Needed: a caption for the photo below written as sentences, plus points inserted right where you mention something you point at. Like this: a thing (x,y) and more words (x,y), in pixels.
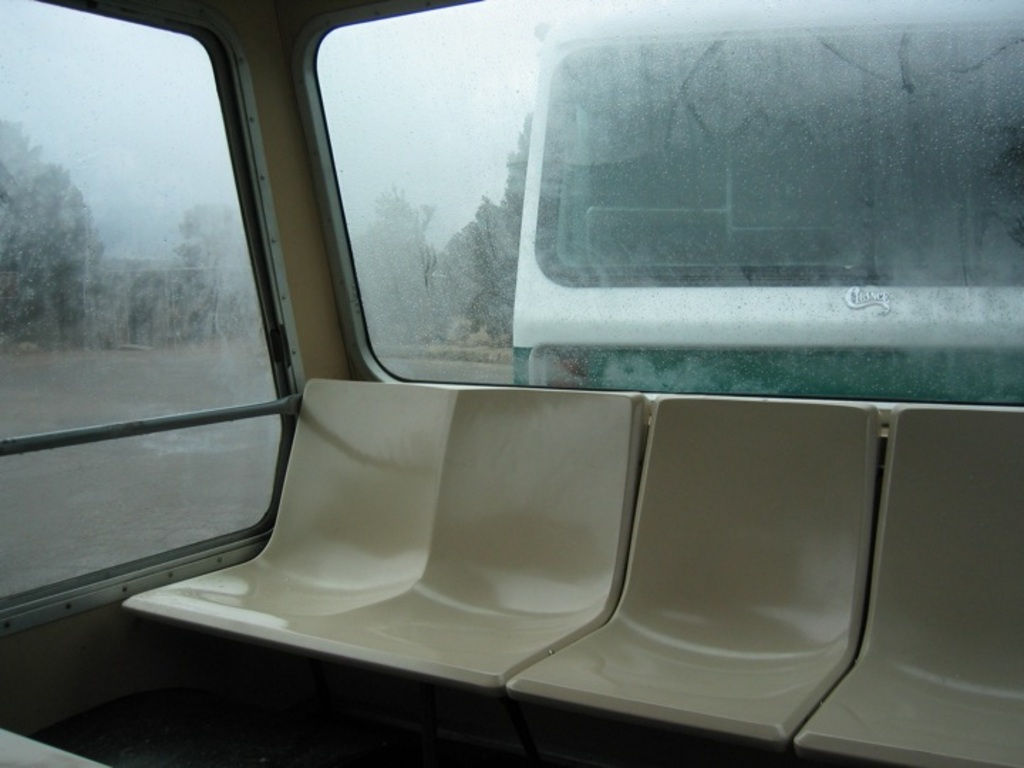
In this image, we can see the interior view of a vehicle (262,346). We can see some windows (48,117) and chairs (415,557). We can also see a vehicle (583,276) from the glass (578,268). We can see the ground (30,405). We can see some trees (18,204) and the sky (30,90).
